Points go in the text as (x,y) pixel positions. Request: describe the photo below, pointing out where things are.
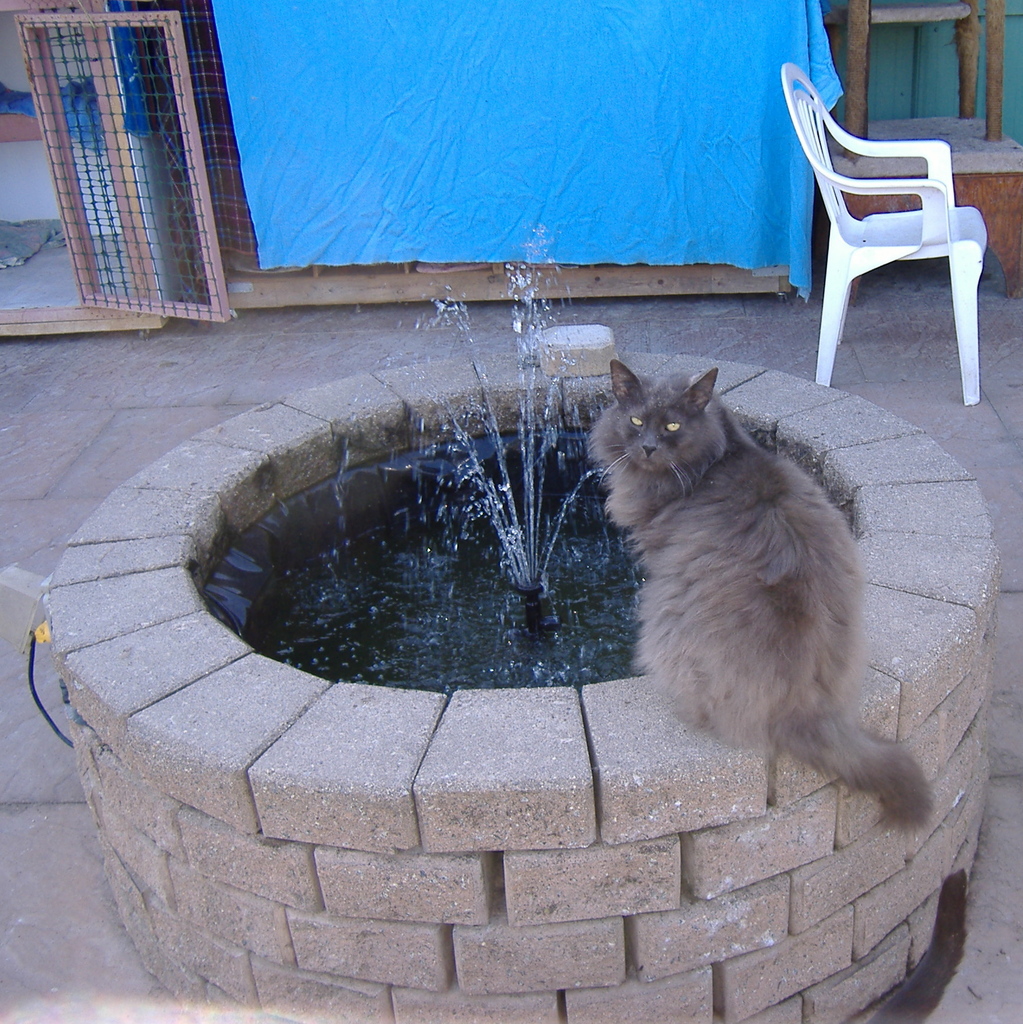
This image is taken in outdoors. In the middle of the image (420,586) there is a well (896,471) with fountain (528,537) and water (478,590) in it. At the background (701,260) there is a mesh (173,222) covered with a sheet (608,122) and a chair (868,260) on the floor (930,390) and there is a cat (826,538) on the well (495,729).
